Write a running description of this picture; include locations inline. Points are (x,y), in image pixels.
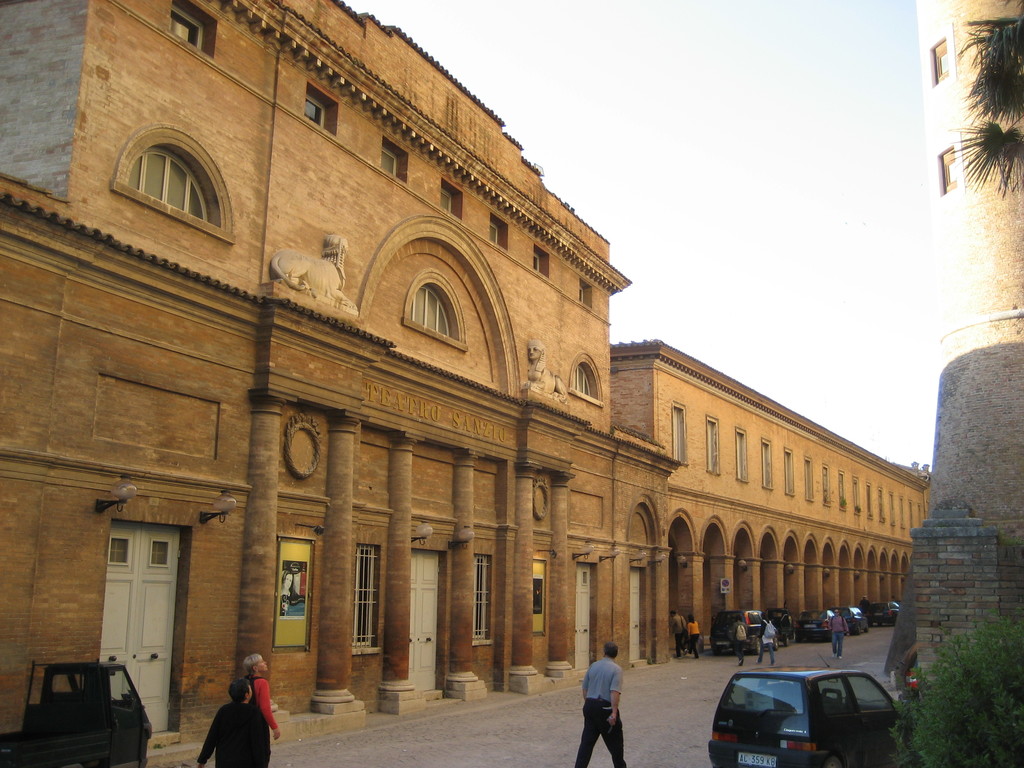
In this image, at the right side (852,758) there is a black color car (822,748) and there is a green color plant (948,714), at the left side (225,753) there are some people (597,732) walking, there is a building (187,415) and there are some white color doors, there are some cars (753,638), at the top (763,147) there is a sky (688,130).
